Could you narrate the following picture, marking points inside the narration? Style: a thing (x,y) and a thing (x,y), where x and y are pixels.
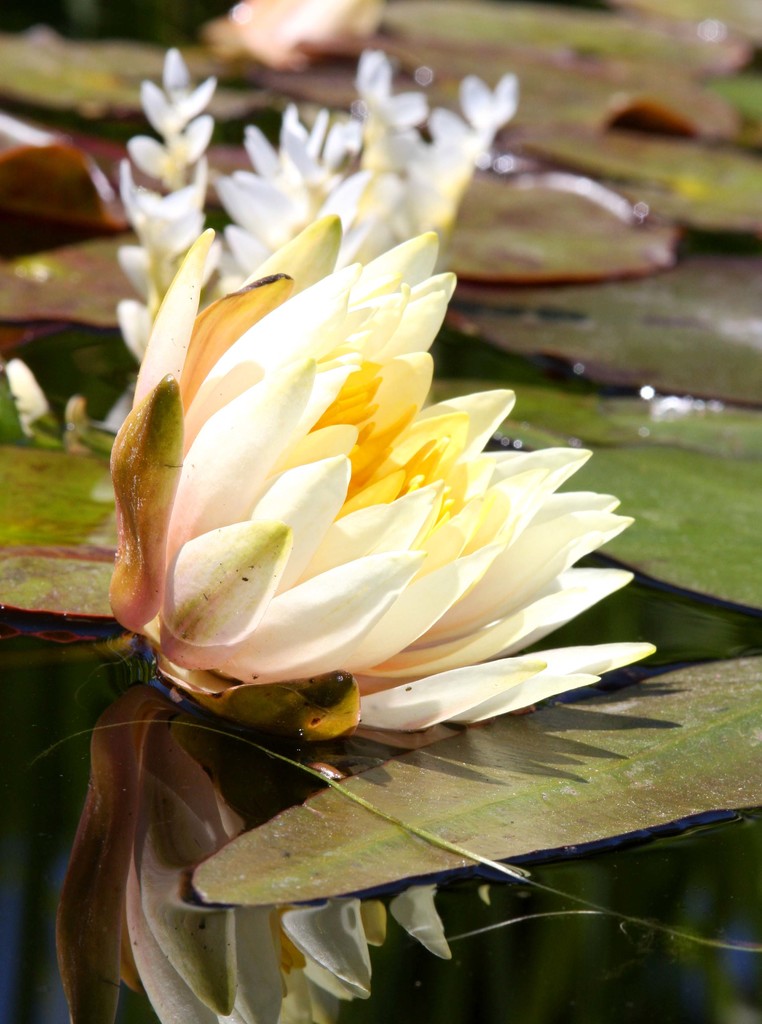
In this image I can see water (149,860) and in it I can see few white colour flowers (187,424) and few green colour leafs (653,219). I can also see this image is little bit blurry from background (653,184).
